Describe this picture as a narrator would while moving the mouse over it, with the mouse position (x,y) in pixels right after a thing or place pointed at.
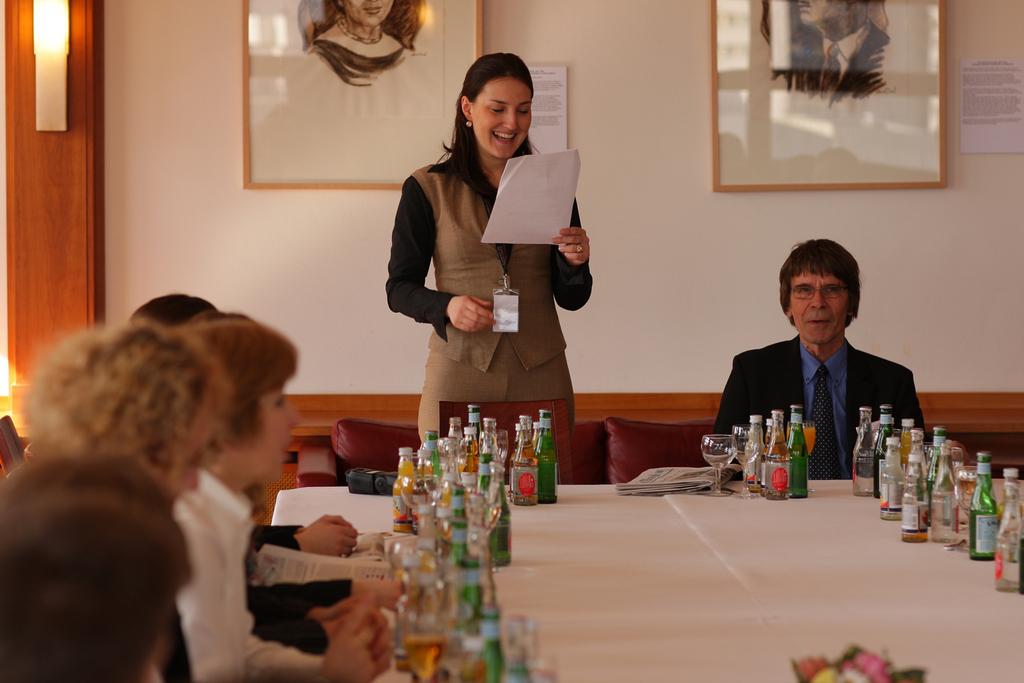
This picture describes about group of people (809,355) they are all seated on the chair (647,432) except one woman (455,199) in the middle of the image (444,329) the woman (495,182) holding a piece of paper (542,176) in front of them we can see bunch of bottles (499,537) on the table (665,624) behind them we can find wall paintings (347,60).
